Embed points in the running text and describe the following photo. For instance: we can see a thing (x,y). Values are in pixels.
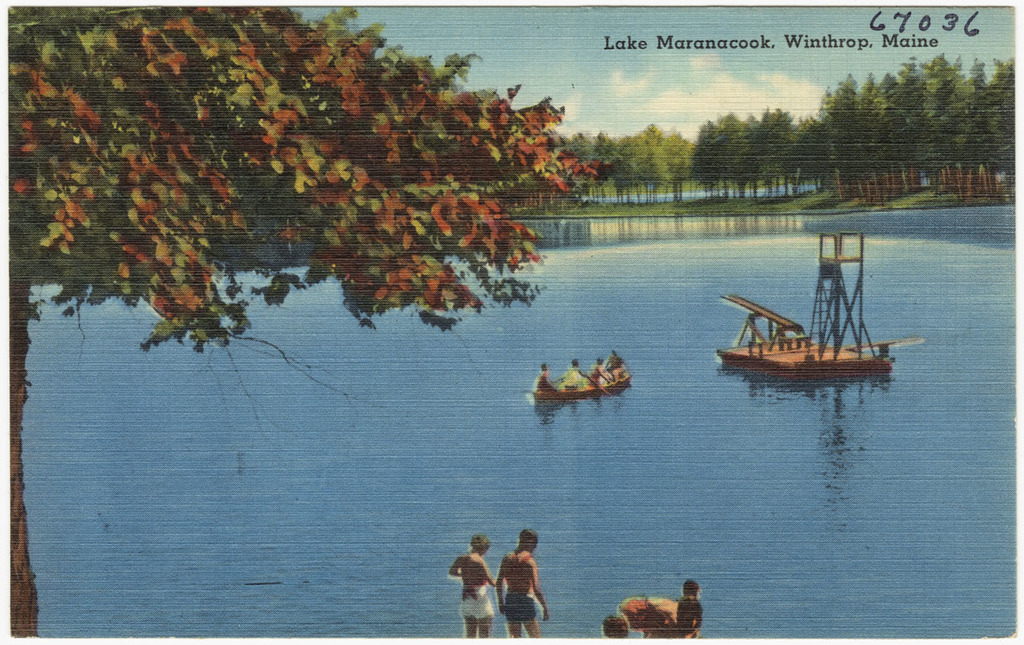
In this image I can see a group of people (524,542) in the water (599,569), two boats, trees (855,163), text (975,15), grass (782,196) and the sky (603,39). This image looks like an edited photo.
